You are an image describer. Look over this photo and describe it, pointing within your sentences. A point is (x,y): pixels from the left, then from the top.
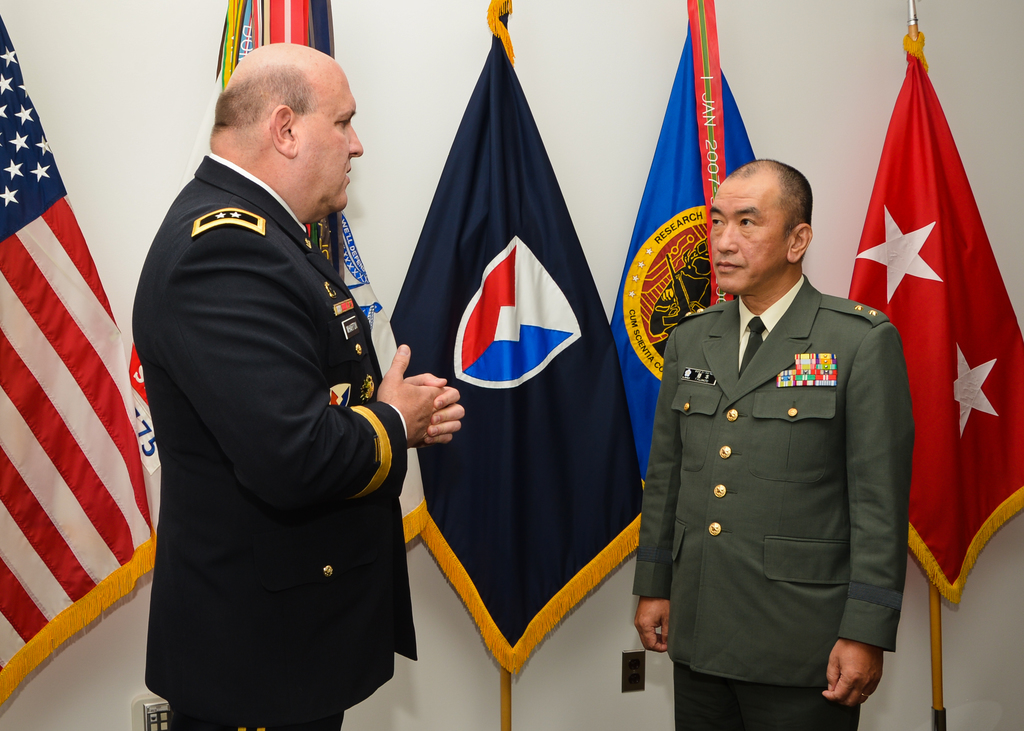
In this image I see 2 men (328,203) who are standing and I see that there are 5 flags (519,416) which are colorful and in the background (641,132) I see the white wall (433,51).
